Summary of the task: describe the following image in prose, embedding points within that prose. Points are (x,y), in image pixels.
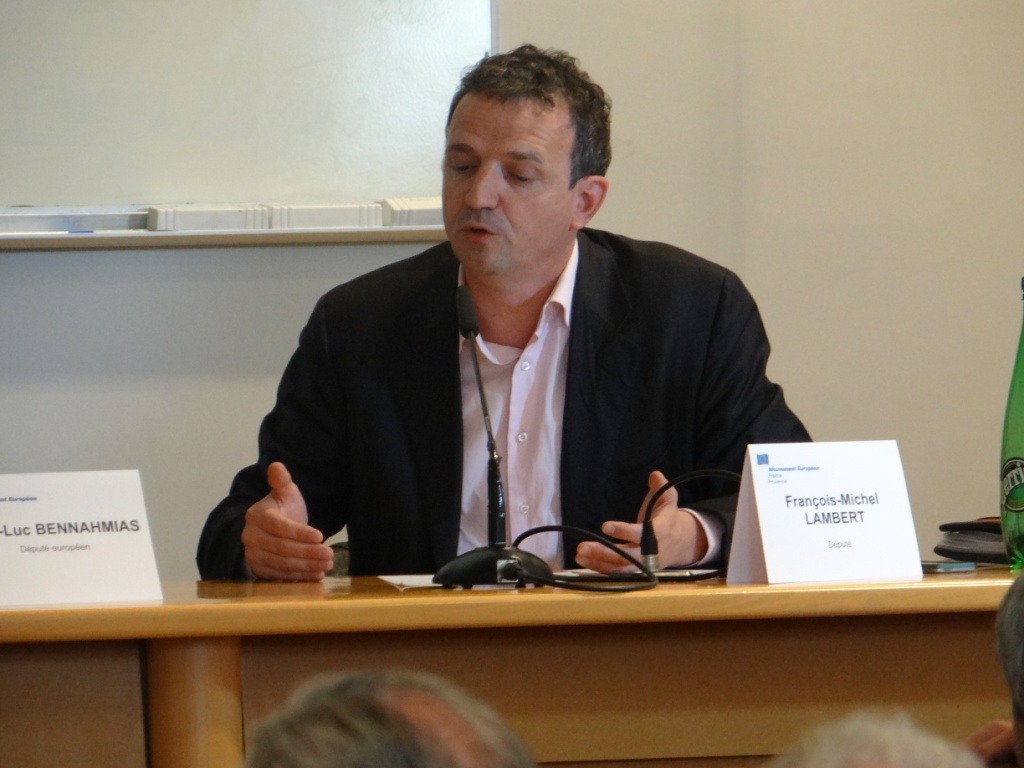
In this picture we can see a man (447,337) wore a blazer (619,335) and in front of him on the table (641,729) we can see cards (154,586), mic (499,533), cables (654,546), some objects (1008,416) and in the background (866,135) we can see the wall (666,185).
